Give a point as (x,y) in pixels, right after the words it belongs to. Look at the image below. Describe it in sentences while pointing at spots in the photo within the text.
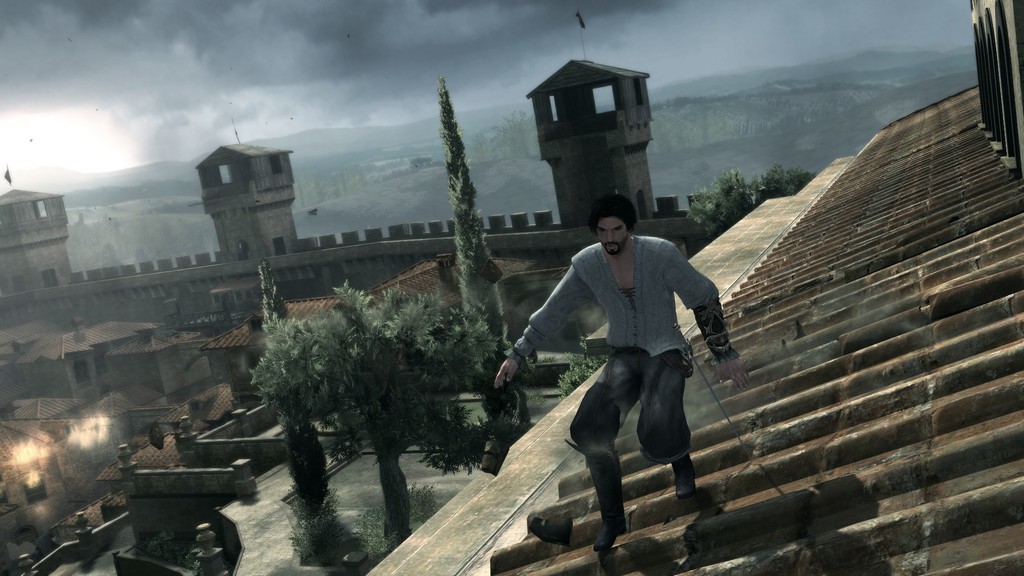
This is an animated image. A person (653,259) is standing on a roof (782,238). There are trees (476,369) and buildings (11,419).
